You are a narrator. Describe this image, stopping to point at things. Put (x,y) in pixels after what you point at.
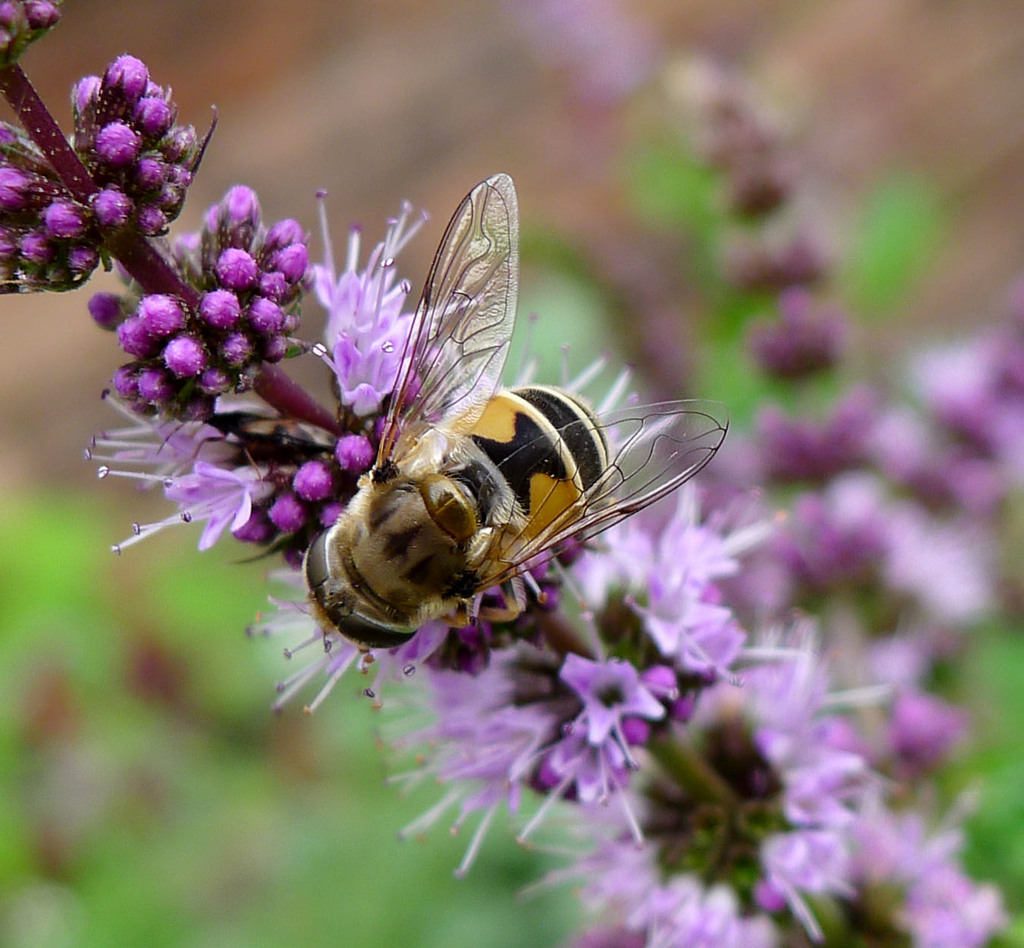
In the picture I can see a hoverfly (463,264) on the branch (402,346) of a flowering plant (575,717).
